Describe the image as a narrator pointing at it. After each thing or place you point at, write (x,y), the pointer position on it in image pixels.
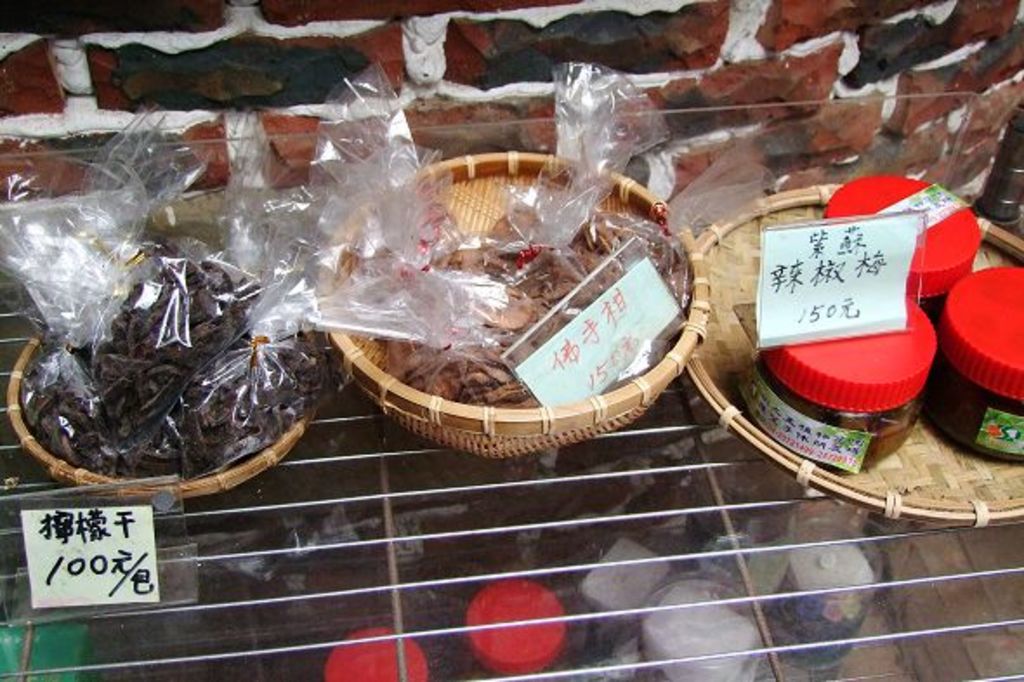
In the image there are few eatables (186,417) kept on a wooden plate (905,449) and wooden bowls (384,403), below there is a steel tray (211,604) and below the tray (536,573) there are some other objects (636,565).
